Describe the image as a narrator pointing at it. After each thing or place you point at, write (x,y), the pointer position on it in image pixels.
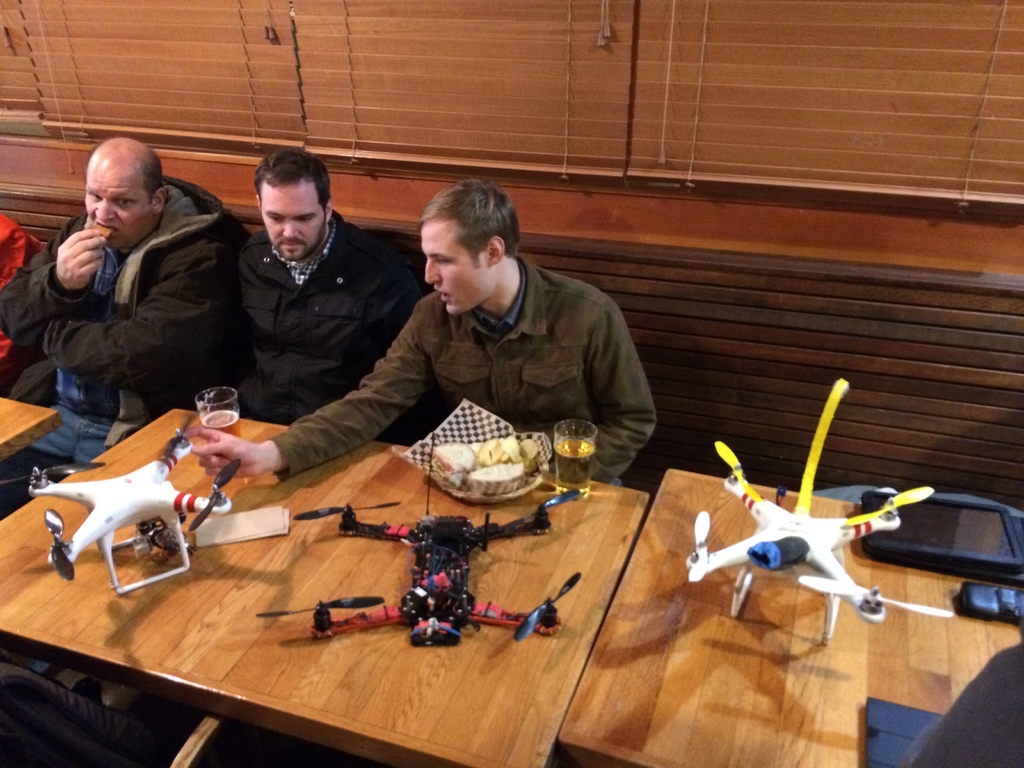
In the image there are tables (739,636) with drones (523,621), glasses (576,464) and some other items (230,523). Behind the table (606,511) there are three men (363,288) sitting on the bench (918,333). Behind them there are curtains (533,98) of windows (845,122).
